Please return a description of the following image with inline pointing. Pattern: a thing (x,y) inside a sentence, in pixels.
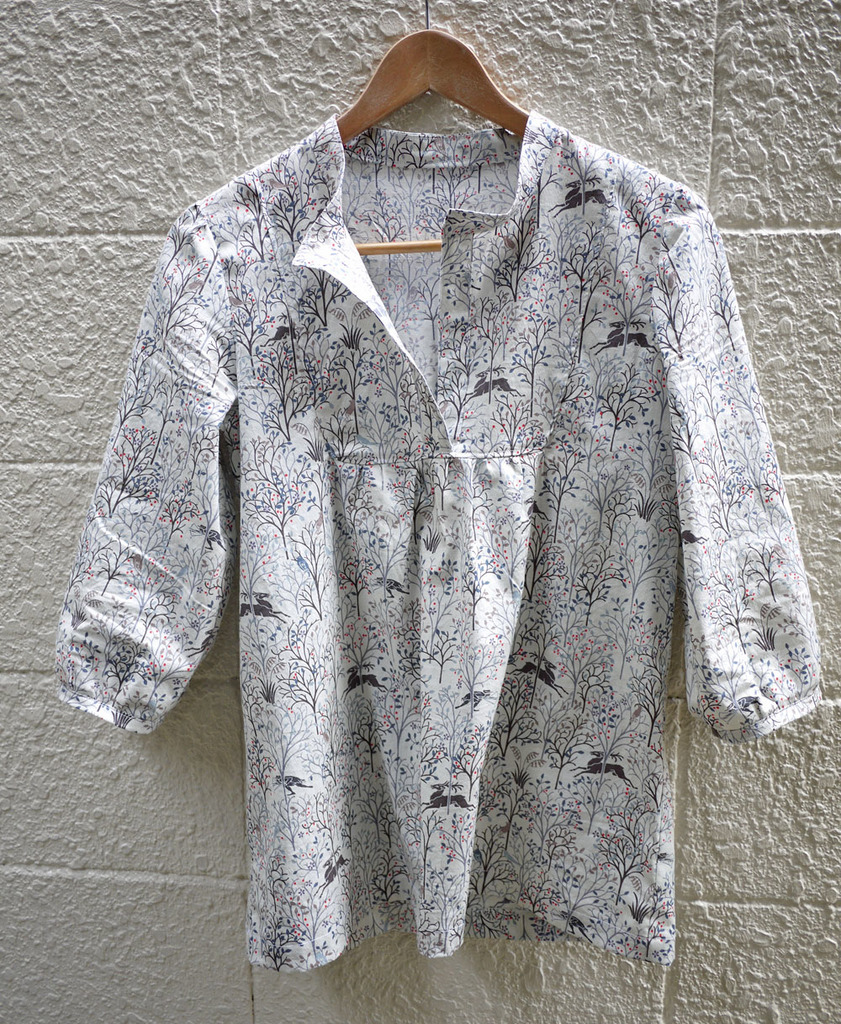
In this image I can see a hanger (415,95) which is brown in color and a white and black colored dress (402,409) hanged to it. I can see the white colored wall (102,108) in the background (92,236).
